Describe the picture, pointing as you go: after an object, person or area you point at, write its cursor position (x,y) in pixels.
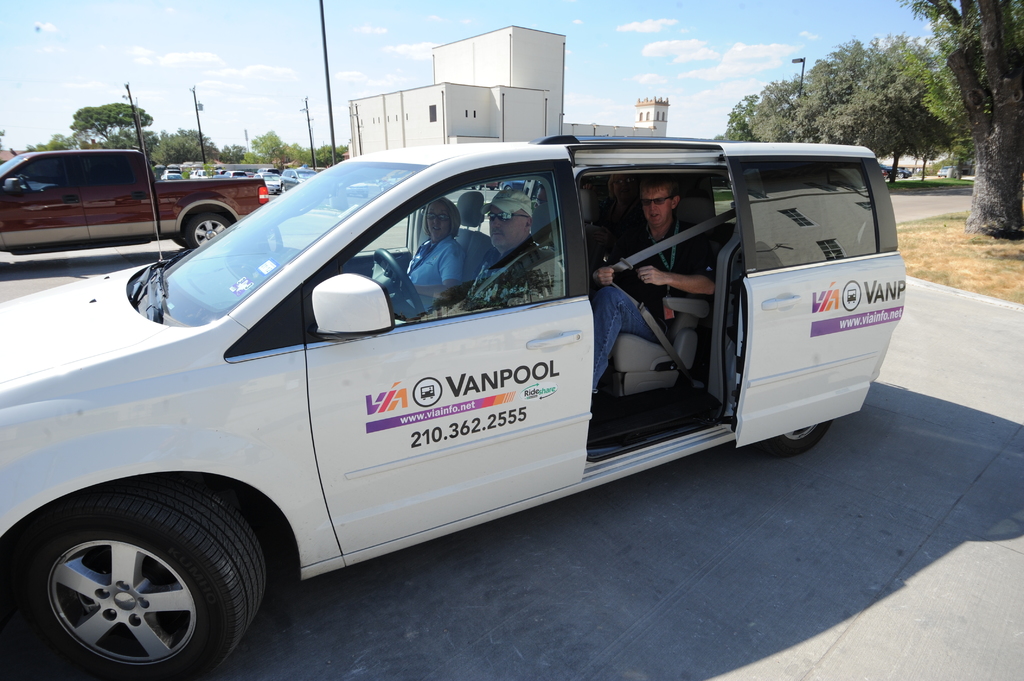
This is a car (28,359) which is parked on a parking space (607,574). In front of a car (488,298) we can see a man (531,273) and a woman (439,250) and in the back (605,323) a man (668,322) and he is trying to put a seat belt (704,228). In the background (362,128) we can see a house (455,113), a jeep (152,164), a tree (190,159) and electric poles (330,80).
